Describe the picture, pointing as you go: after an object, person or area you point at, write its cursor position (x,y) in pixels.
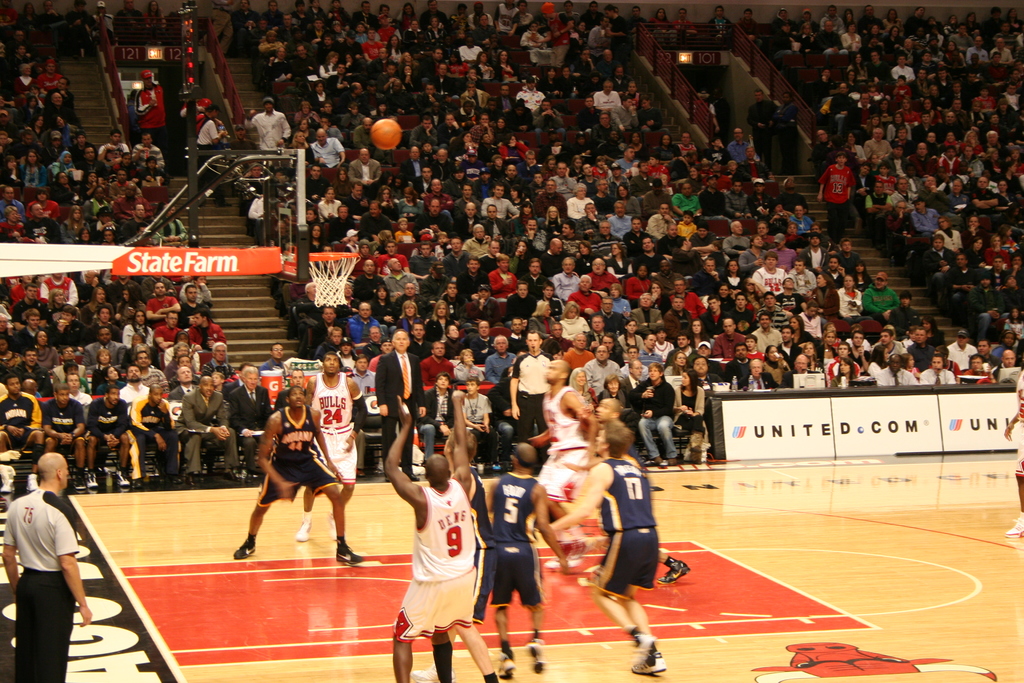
This picture is taken in the stadium (372,592). On the stadium (396,566), there are people (446,562) playing basketball. Some of them are wearing blue t shirts (505,525) and some of them are wearing white t shirts (440,575). At the bottom left (59,612) there is a man (37,540) wearing white t shirt (29,539) and black trousers (28,606). On the top (585,68), there are people (120,292) sitting on the chairs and watching the match. Towards the left (216,257), there is pole (302,247) with a net (334,264).
